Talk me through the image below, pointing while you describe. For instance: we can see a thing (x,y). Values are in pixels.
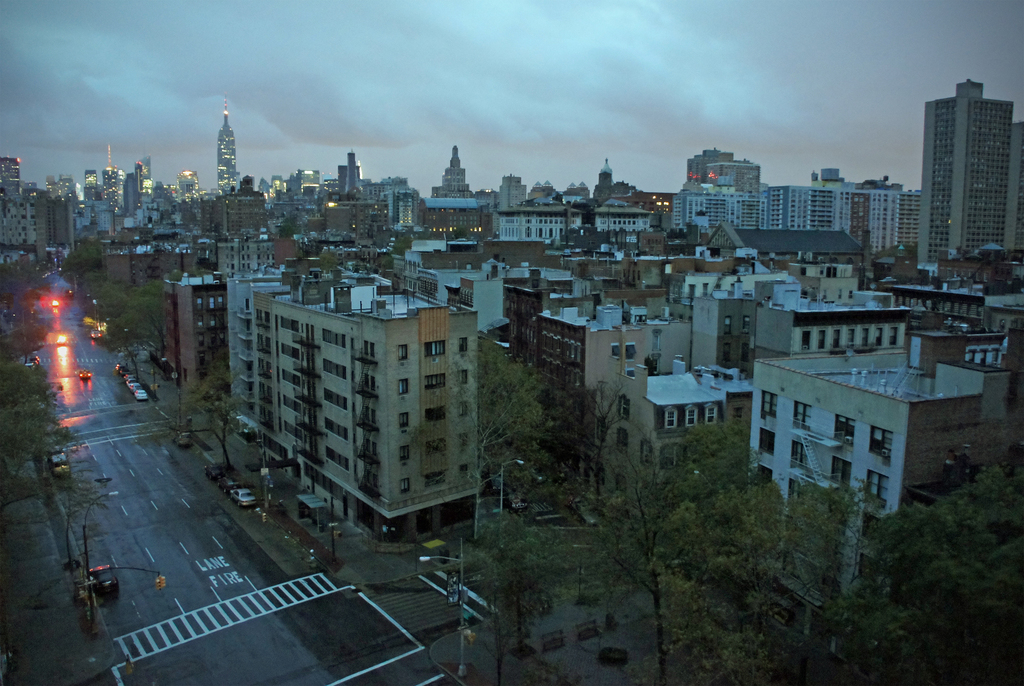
In this image we can buildings (379,318), light poles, there are vehicles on the road (92,542), there are trees (638,554), also we can see the sky (615,166).
